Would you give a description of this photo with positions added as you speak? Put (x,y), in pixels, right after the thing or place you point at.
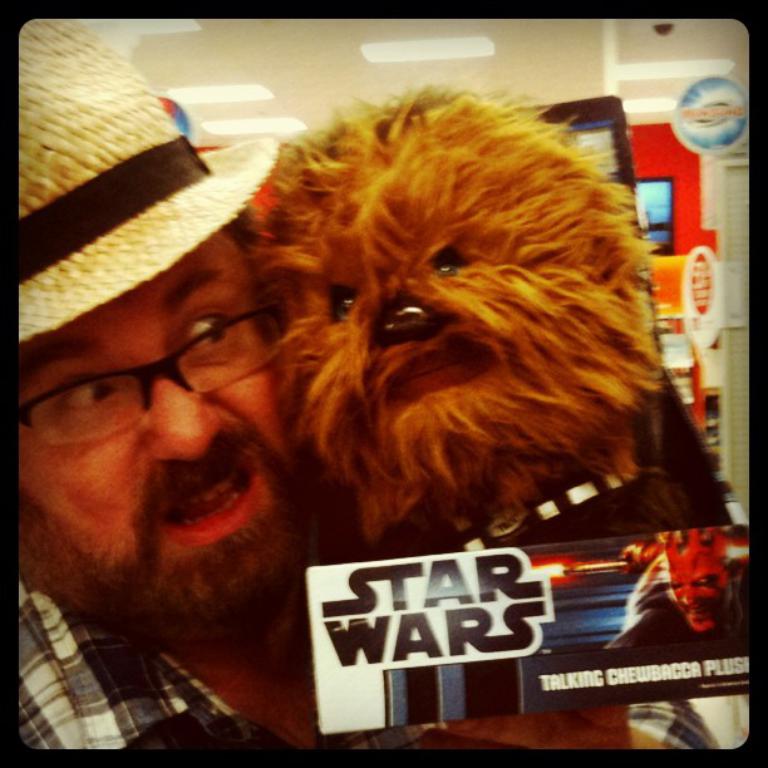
In this image we can a man (303,685) and a toy (532,379), man (128,727) is wearing hat (89,196) and shirt (101,732). Right bottom of the image (631,615) one sticker (582,628) is there with some text (462,617) written on it.
